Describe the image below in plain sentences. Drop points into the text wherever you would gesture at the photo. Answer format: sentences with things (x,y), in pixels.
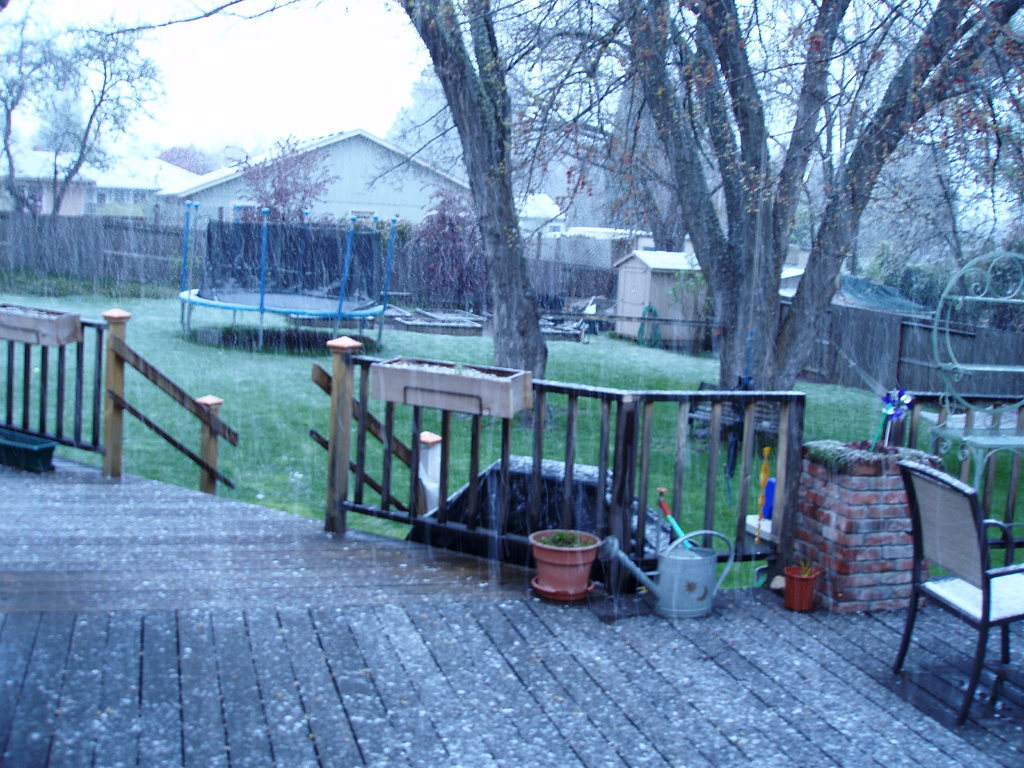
This image is taken on the balcony (523,732). At the bottom (595,641) there is a wooden floor (517,673) on which there are chairs (956,596), pots (569,573) on it. In the middle (343,495) there are steps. In the background (340,214) there are houses (355,187) and trees (478,170). In the middle (349,328) there is a trampoline (250,286). There are trees (50,206) near the fence (96,227). At the top (223,122) there is sky (242,97).
